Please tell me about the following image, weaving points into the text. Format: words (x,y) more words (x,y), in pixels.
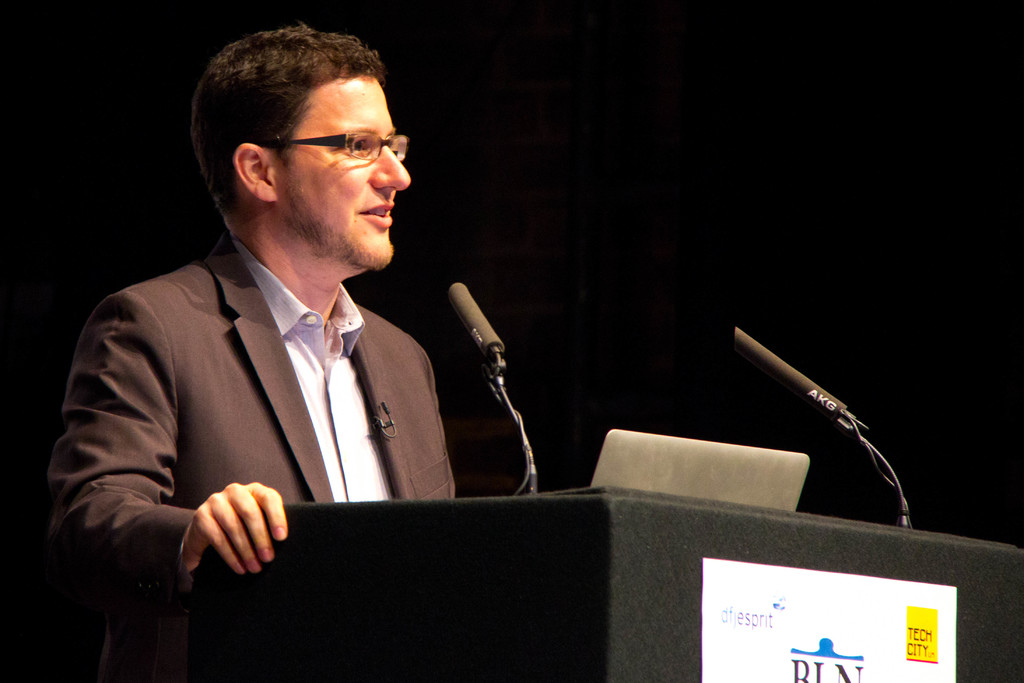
This image consists of a man (256,476) wearing suit (228,469). He is standing in front of the podium (430,552) and talking in a mic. There is a paper (750,644) pasted on the podium (859,633). The background is too dark.
